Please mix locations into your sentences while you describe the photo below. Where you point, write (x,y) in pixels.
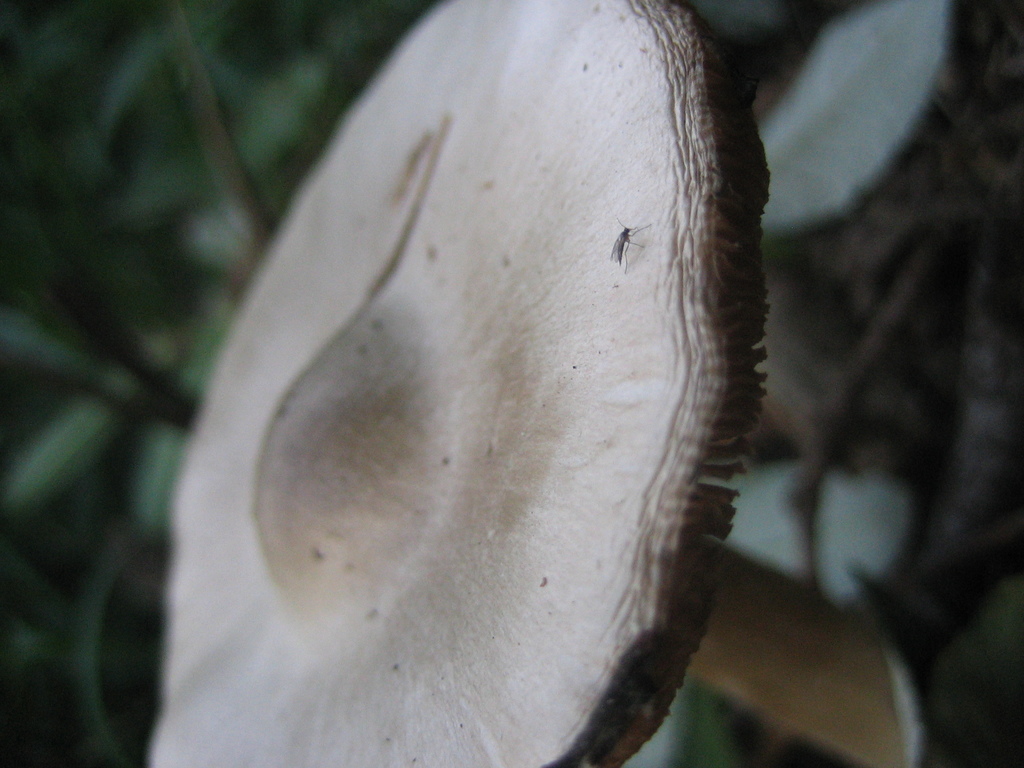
This image consists of a plant (561,433). It looks like a mushroom (517,367). On which we can see a mosquito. The background (955,577) is blurred.
